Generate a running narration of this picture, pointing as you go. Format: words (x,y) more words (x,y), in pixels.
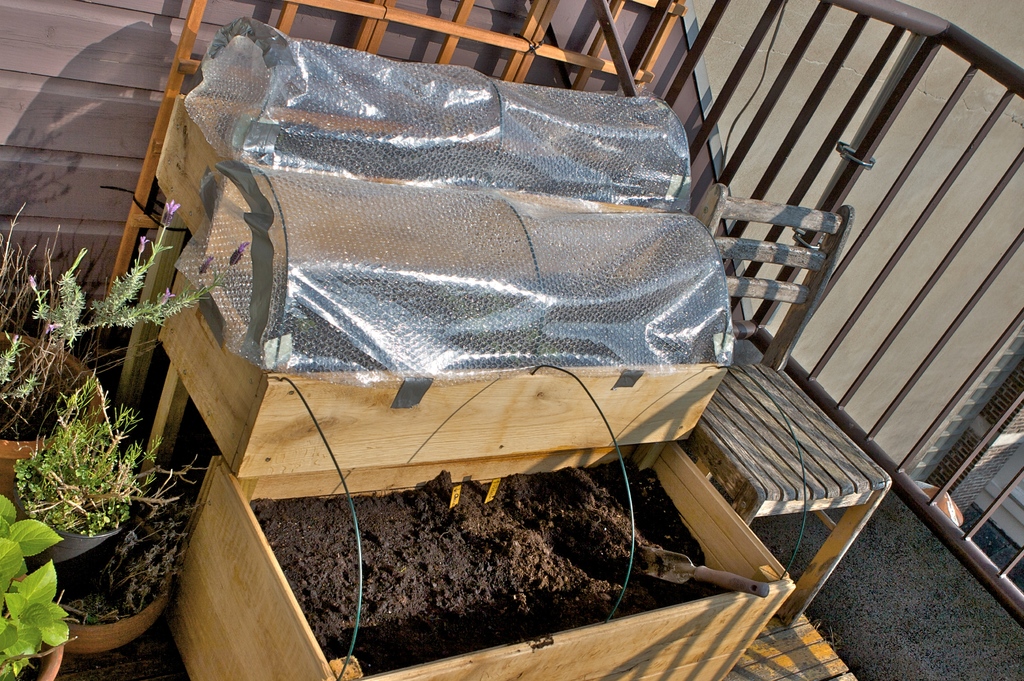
In this picture we can see house plants (26,400), chair (782,501) on the floor (818,650), fence (739,151), wall (729,139), some objects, wooden box (712,653) with mud (336,556) and a spade (677,569) in it.
